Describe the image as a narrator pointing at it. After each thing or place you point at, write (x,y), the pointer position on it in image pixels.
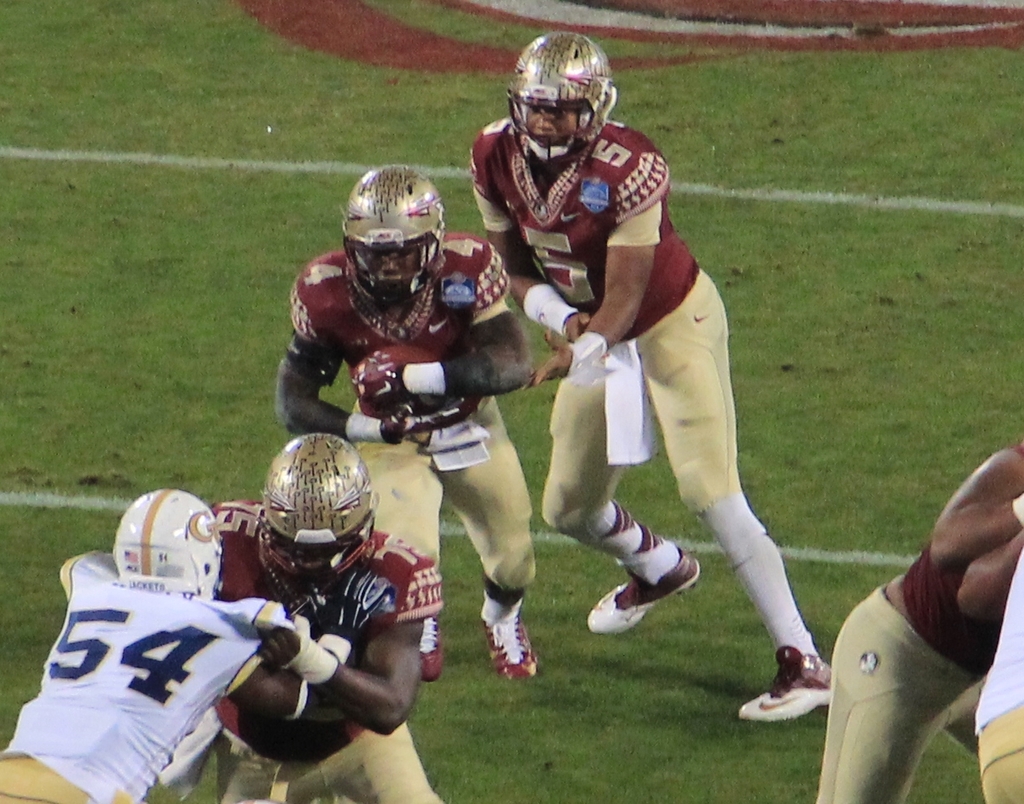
This image consists of a many persons (318,758) playing american football. At the bottom (540,739), there is green grass (653,690). They are wearing helmets (557,69).
